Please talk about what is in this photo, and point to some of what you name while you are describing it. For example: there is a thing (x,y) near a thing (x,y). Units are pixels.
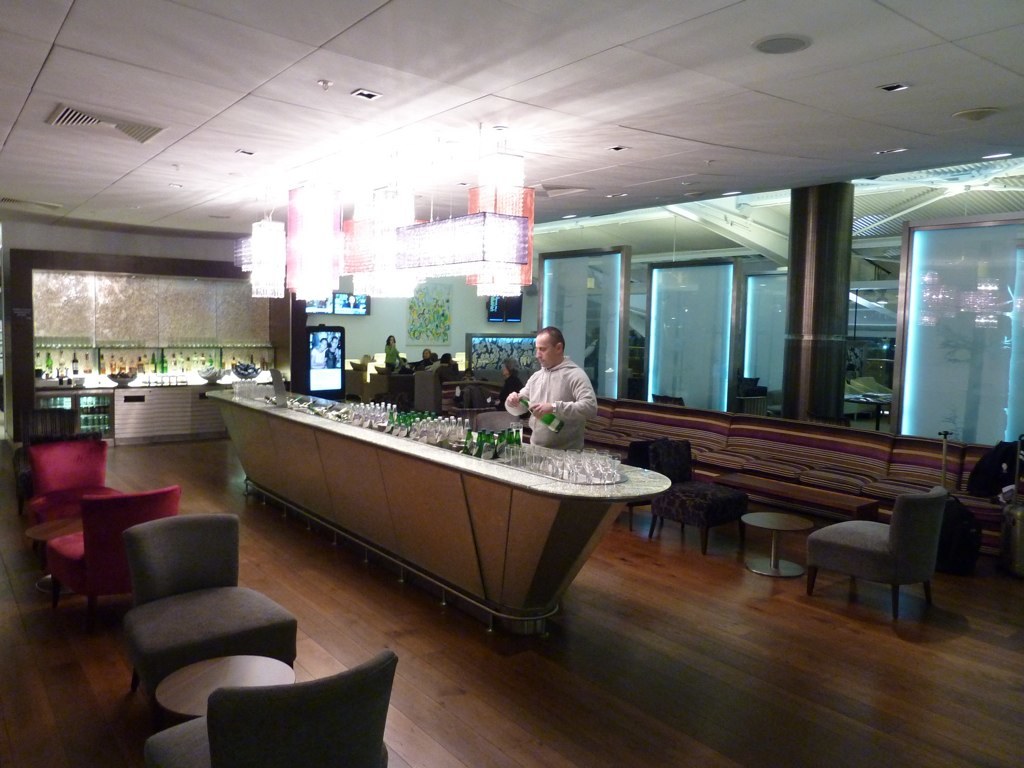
As we can see in the image there is a white color wall (406,301), table (517,479), chairs (376,724) and there is a man (545,396) standing over here. On table (494,472) there are bottles (374,424).
